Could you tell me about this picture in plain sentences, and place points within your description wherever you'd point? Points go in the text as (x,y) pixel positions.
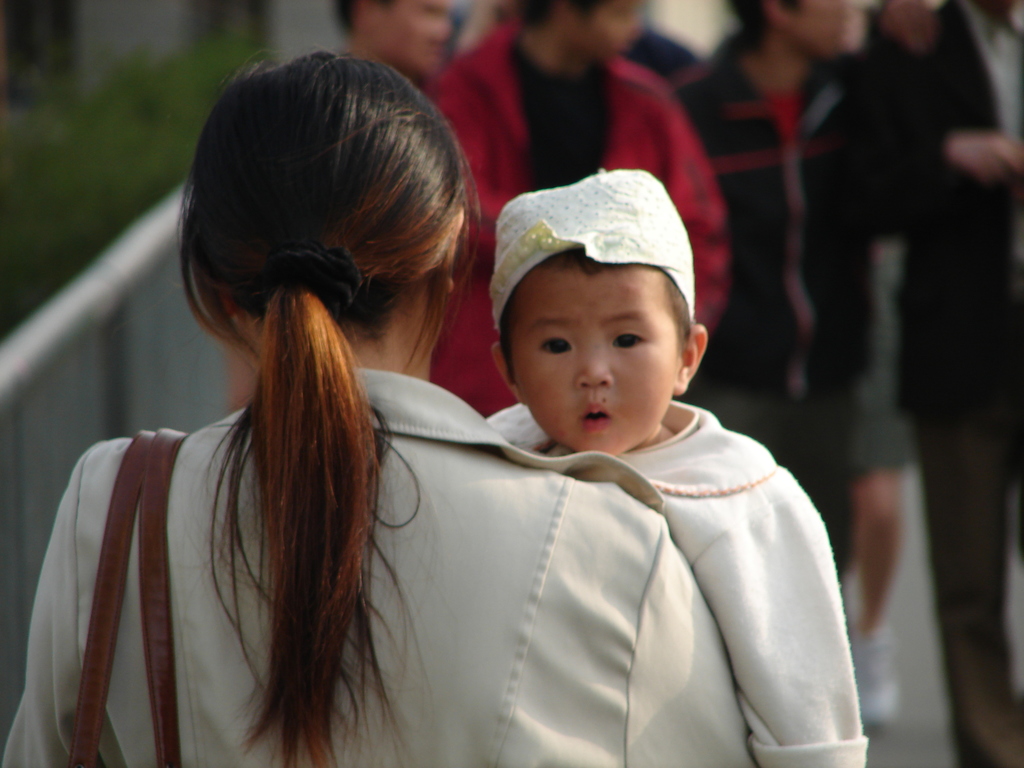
In the image I can see the back (576,614) of the lady (464,552) who is wearing the bag (160,757) and holding the kid (528,377) and also I can see some other people (669,51) in front of her.
